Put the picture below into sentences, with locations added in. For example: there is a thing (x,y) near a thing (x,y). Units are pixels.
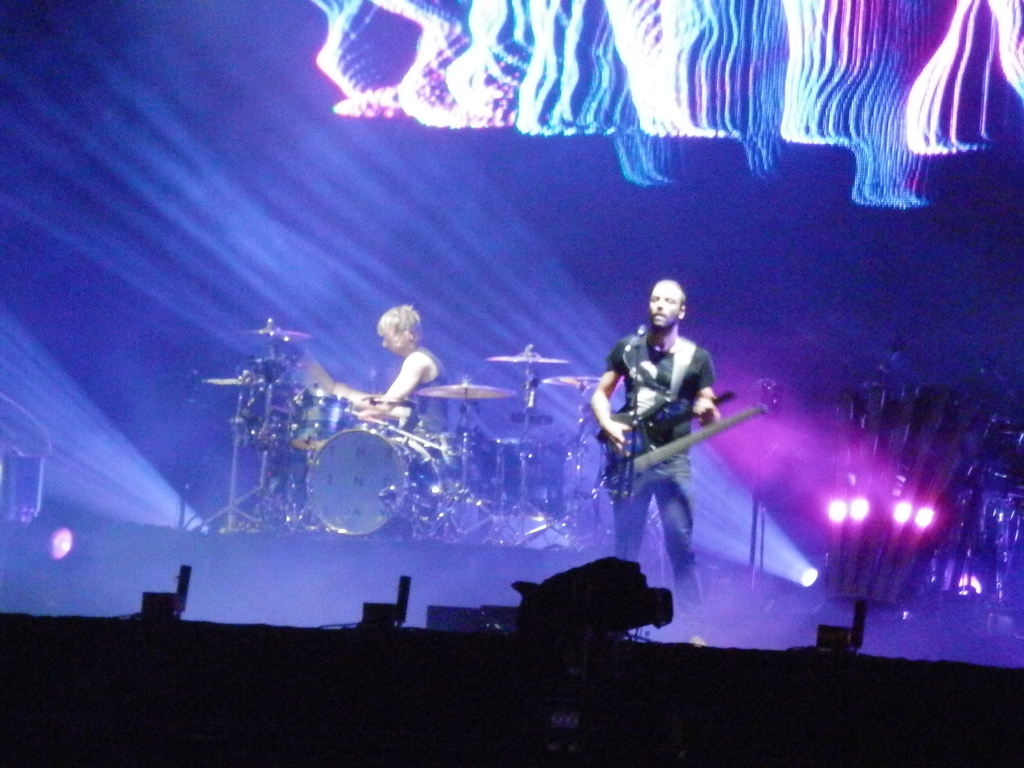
I can see in this image two persons (644,347) are playing musical instruments (391,463), the person (652,471) on the right side (688,370) is playing a guitar (630,476) in front of the microphone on the stage (452,552).
